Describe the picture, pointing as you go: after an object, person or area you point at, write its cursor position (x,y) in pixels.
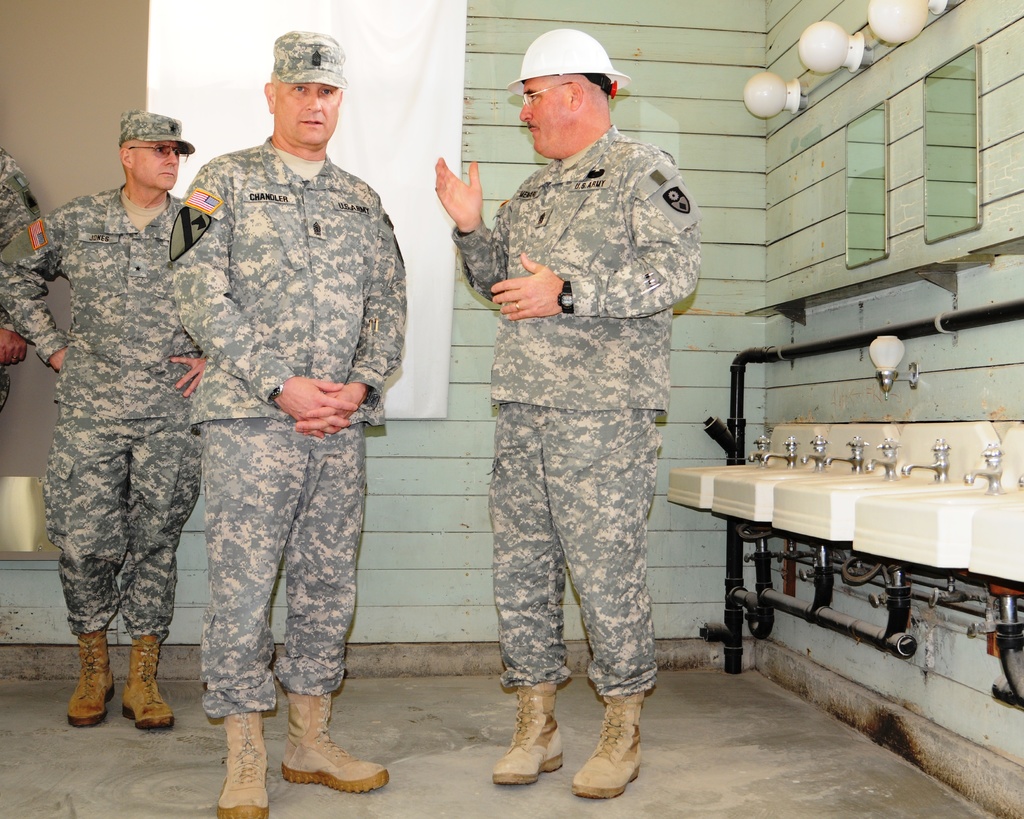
In this image we can see persons (343,630) standing on the floor (145,760). On the right side of the image (796,479) we can see sinks (834,468), taps (936,465), pipelines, mirrors (870,165) and electric lights (902,8).
